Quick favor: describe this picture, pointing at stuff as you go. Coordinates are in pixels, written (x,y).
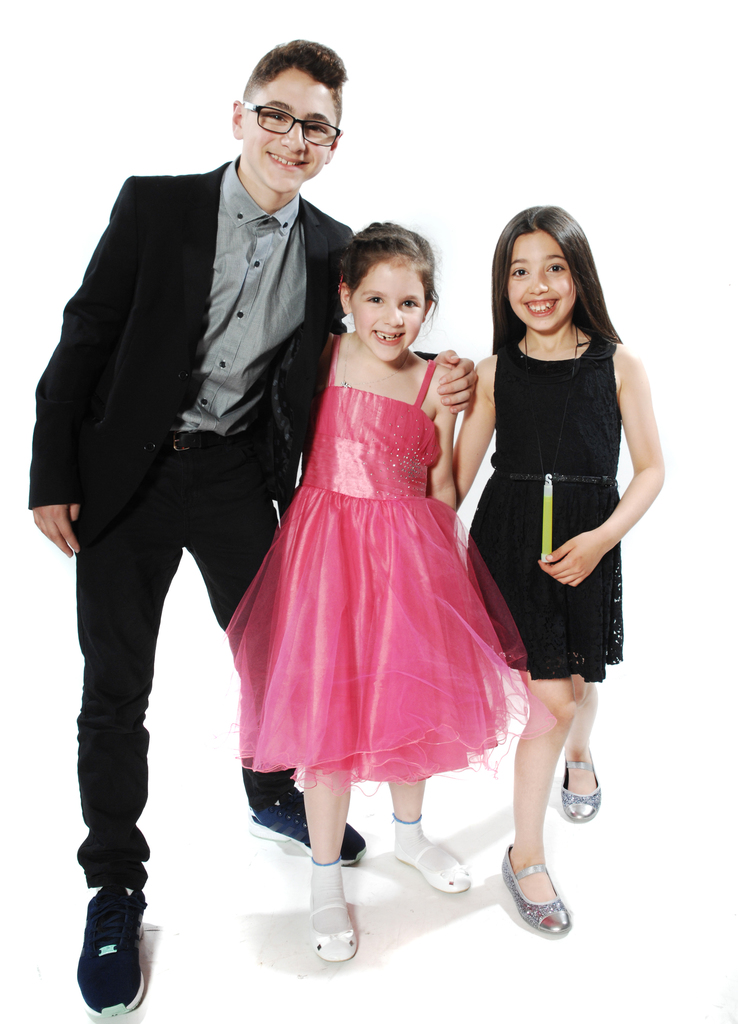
In this image we can see three children (415,594) standing on the surface (355,879).
